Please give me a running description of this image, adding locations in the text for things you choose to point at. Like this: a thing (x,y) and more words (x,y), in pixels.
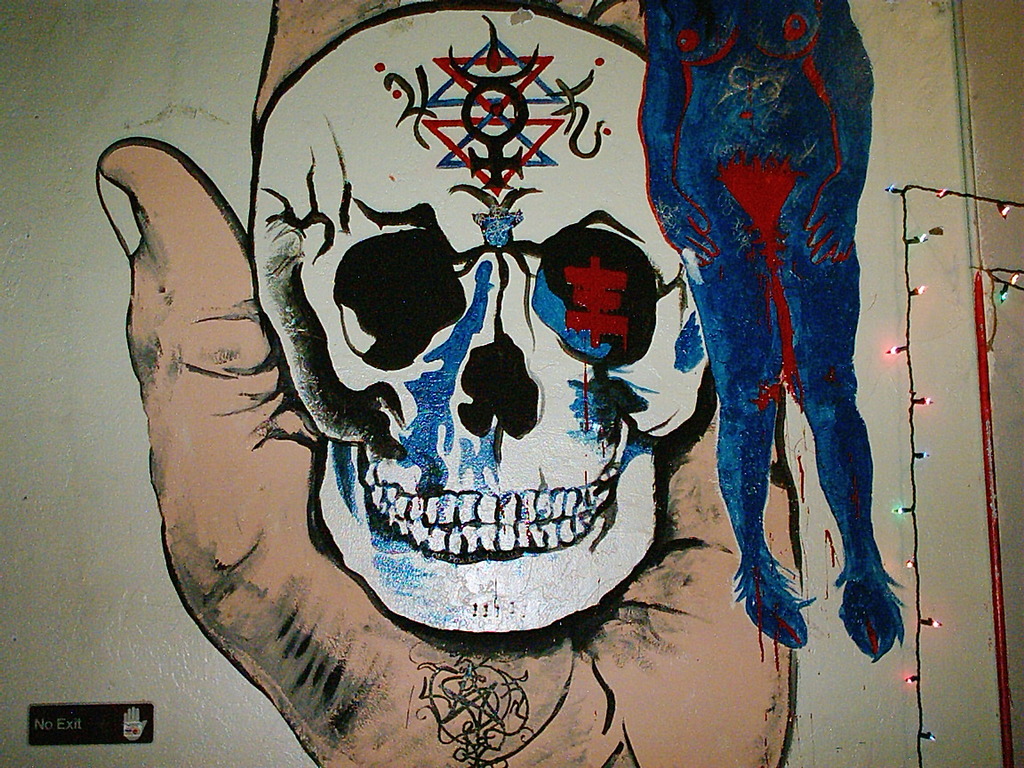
In this picture we can see painting (412,435) on the wall (894,333), and we can see few lights (910,312) and a pipe (996,552).
